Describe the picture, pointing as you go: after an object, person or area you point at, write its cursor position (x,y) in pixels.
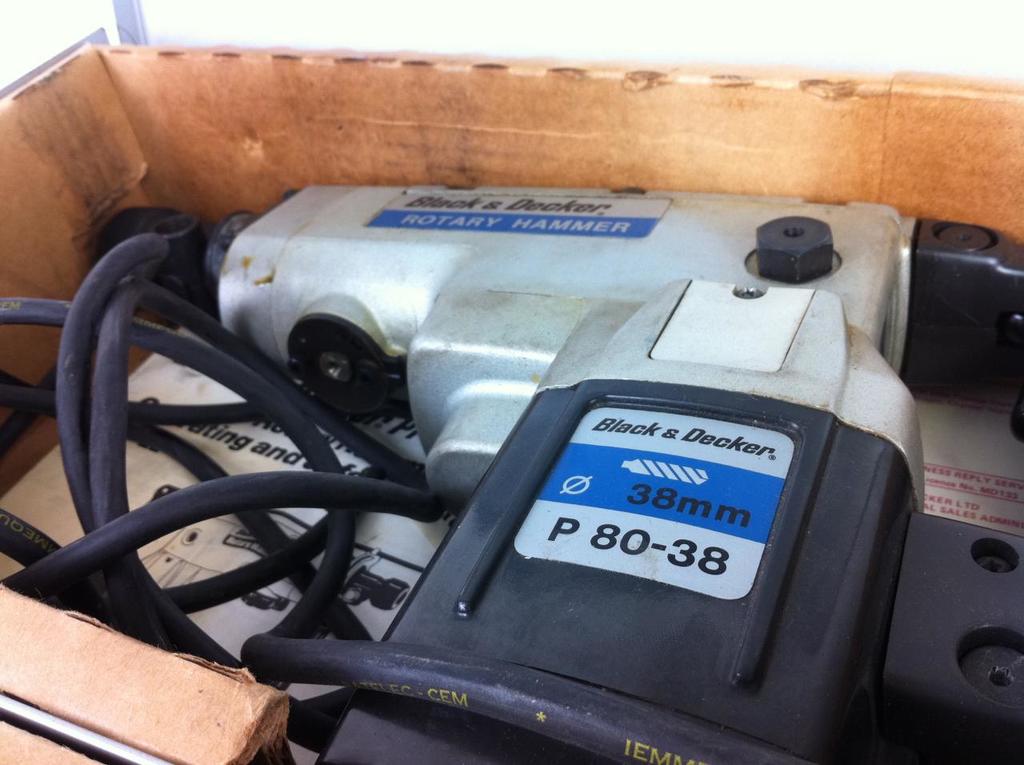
In this image we can see an object (588,450) looks like a drill machine (575,253), there are few wires (167,497), paper (245,604) in the box (153,76).
